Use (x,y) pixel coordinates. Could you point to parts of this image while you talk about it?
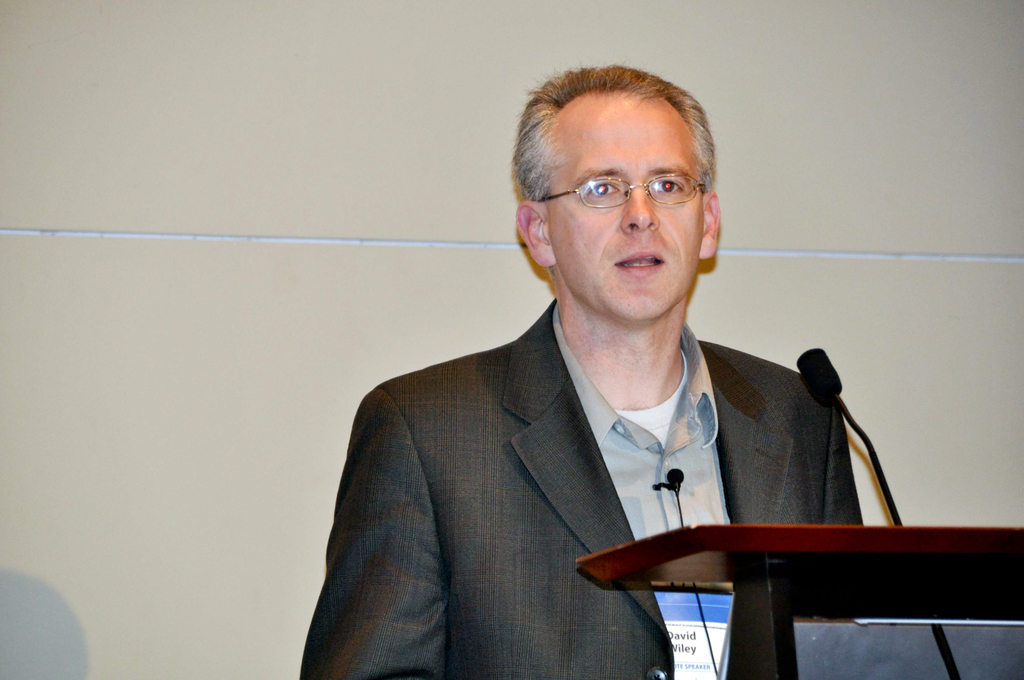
In this picture there is a man (465,390) standing and talking. In the foreground (970,671) there is a microphone (957,673) on the podium (849,611). At the back (275,127) it looks like a wall (356,355).
